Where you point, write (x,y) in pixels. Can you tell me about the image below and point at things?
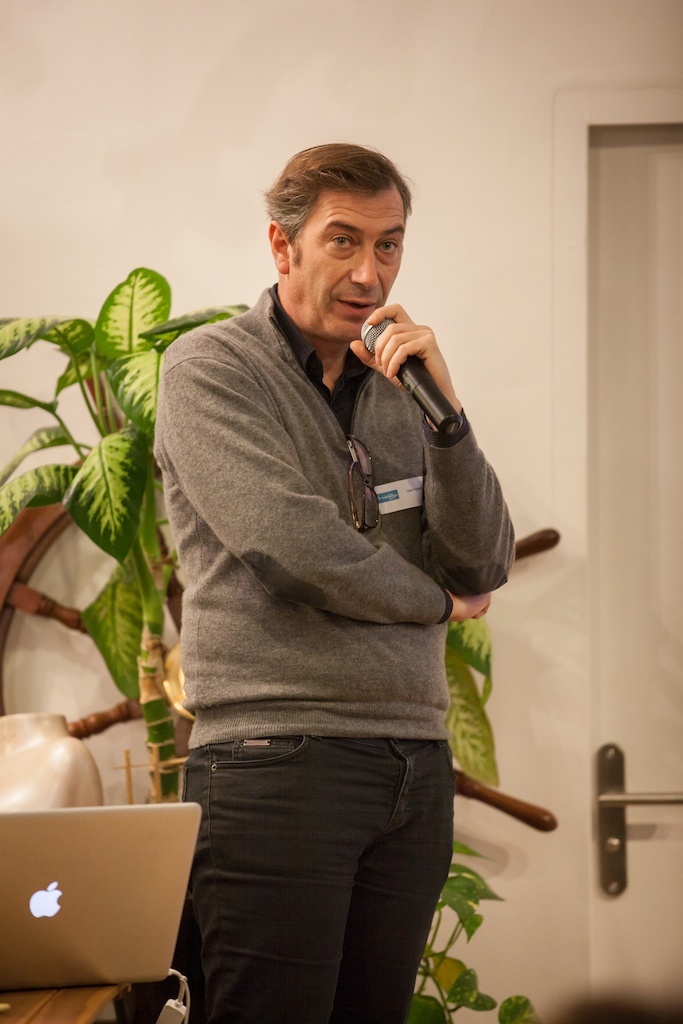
In this picture there is a person (309,629) who is wearing a jacket (317,558) and holding a mic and standing in front of the table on which there is a laptop (102,823) and behind him there is a plant (86,375) and a door (592,840).
